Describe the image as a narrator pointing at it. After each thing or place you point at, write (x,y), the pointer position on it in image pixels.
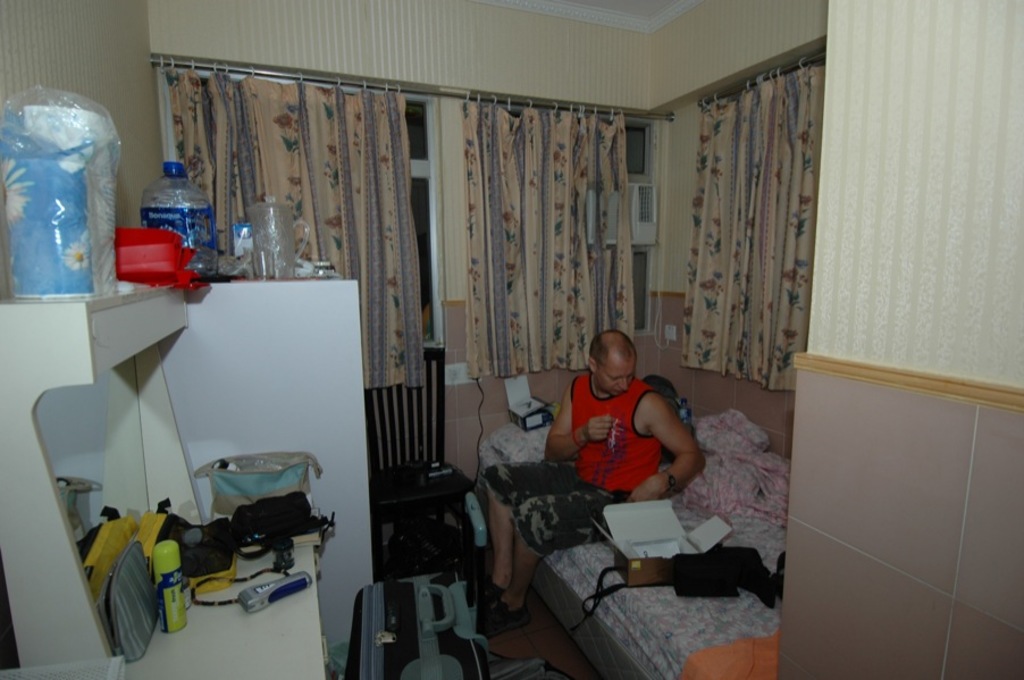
In this image there is a man (637,472) sitting on the bed (644,604). There are cartons (632,534), bag (737,567) and a blanket (736,486) placed on the bed (658,609). There is a chair (379,551) and we can see a briefcase (413,640). On the left (27,316) there is a stand (21,520) and we can see things (228,563) placed on the stand (82,625). In the background (376,177) there are windows (419,114) and we can see curtains (574,236).
